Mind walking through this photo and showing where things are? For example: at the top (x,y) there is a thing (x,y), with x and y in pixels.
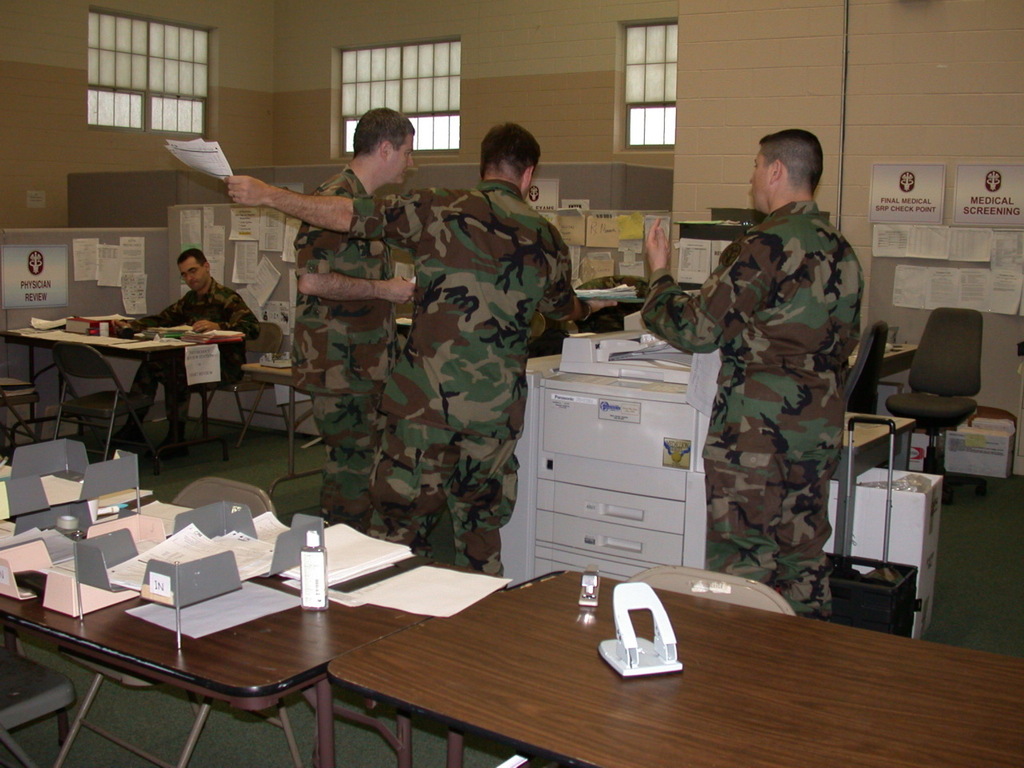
This is inside an office (272,259). We can see four persons (344,279). On the right side (807,243) the person (791,285) is talking, in the middle (433,343) the person (419,261) is holding some paper (209,167) and on the left side (231,311) a person (231,295) is sitting on a chair (264,343) In front of him there is a table (95,334) and few more chairs (92,356). On the table (112,336) there are papers (63,324) and some other stuffs (98,330). The person (190,293) is looking at table (152,334) to a paper (167,327). Behind him there is a wall (163,242) on the wall (154,237) there are papers (256,261) stick to it. There are two more tables (591,640) over here. On one table (505,650) there are punching machine (635,649) and staple (596,599) on another table (160,547) there are papers (181,544), rack (184,576), bottle (308,560). Beside it there are chairs (227,486). There is a printing machine (634,404) in front of the three other person (809,228). In the background (946,357) there is a black chair (952,368), notice board (923,228). There are three windows (634,98). The carpet (965,522) is green. All the persons (199,265) are wearing uniform (726,305).
